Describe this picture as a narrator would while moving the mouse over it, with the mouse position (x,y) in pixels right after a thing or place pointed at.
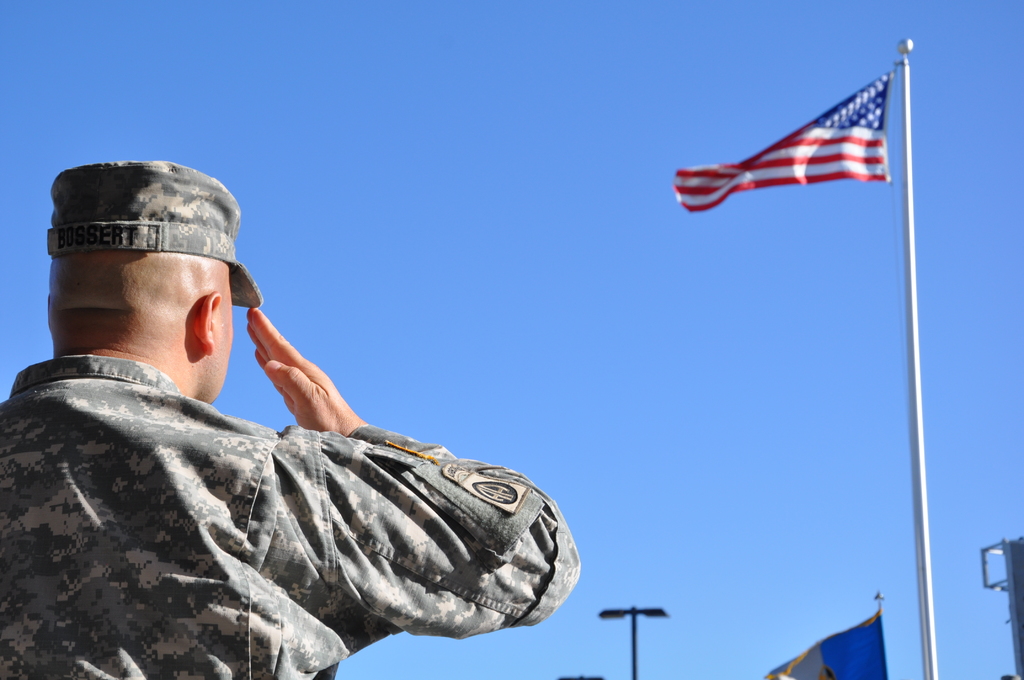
On the left side of the image (160,349) we can see a man (287,453), in front of him we can see flags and metal rods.
